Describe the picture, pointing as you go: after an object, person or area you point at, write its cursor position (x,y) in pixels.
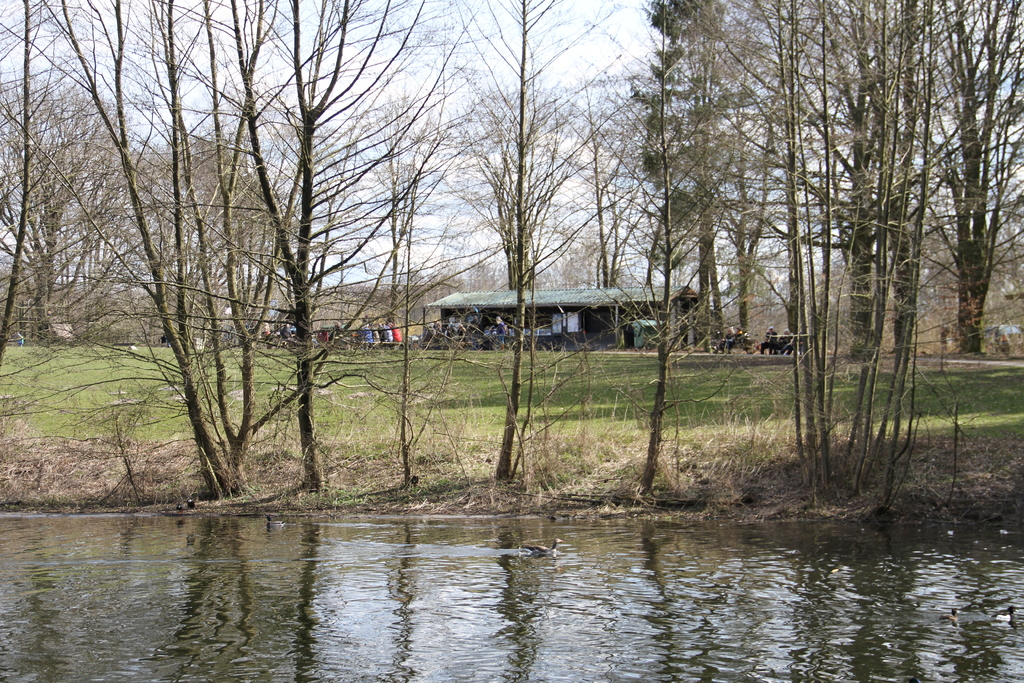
In this picture we can see birds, water (315,597), trees (48,305) and grass (612,396). In the background of the image (640,276) there are people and we can see shed (644,290) and sky (444,146).
